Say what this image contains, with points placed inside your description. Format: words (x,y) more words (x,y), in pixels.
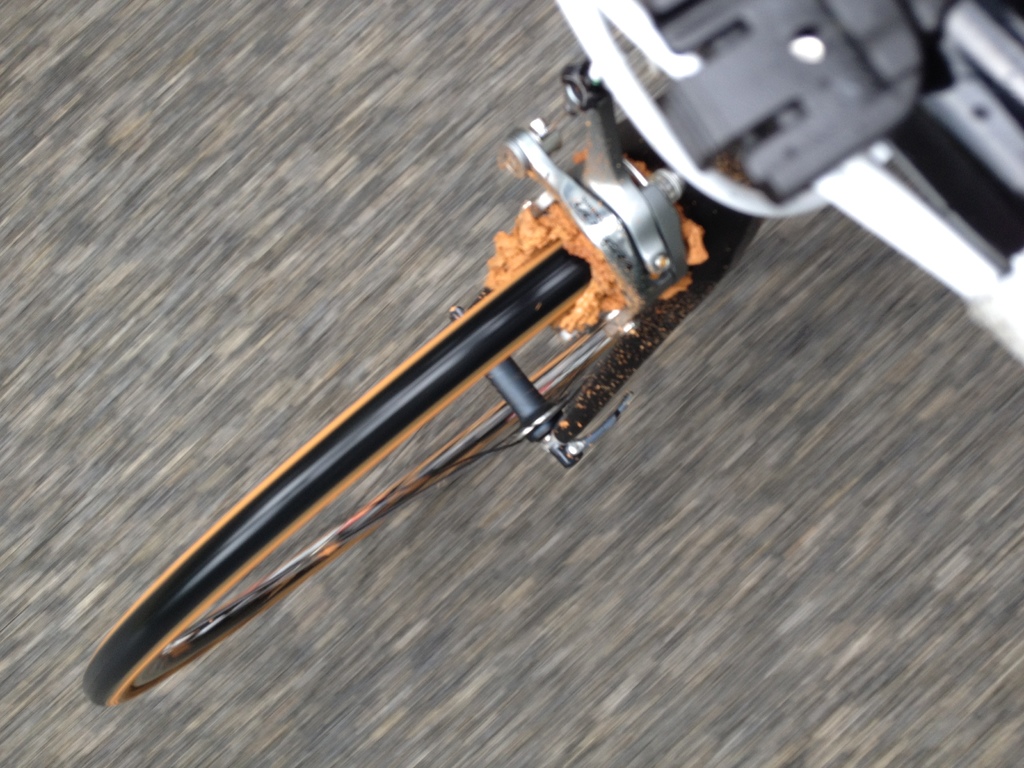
In this image we can see the road (640,395). We can see the bicycle front tire (501,365) and handle (789,151).
